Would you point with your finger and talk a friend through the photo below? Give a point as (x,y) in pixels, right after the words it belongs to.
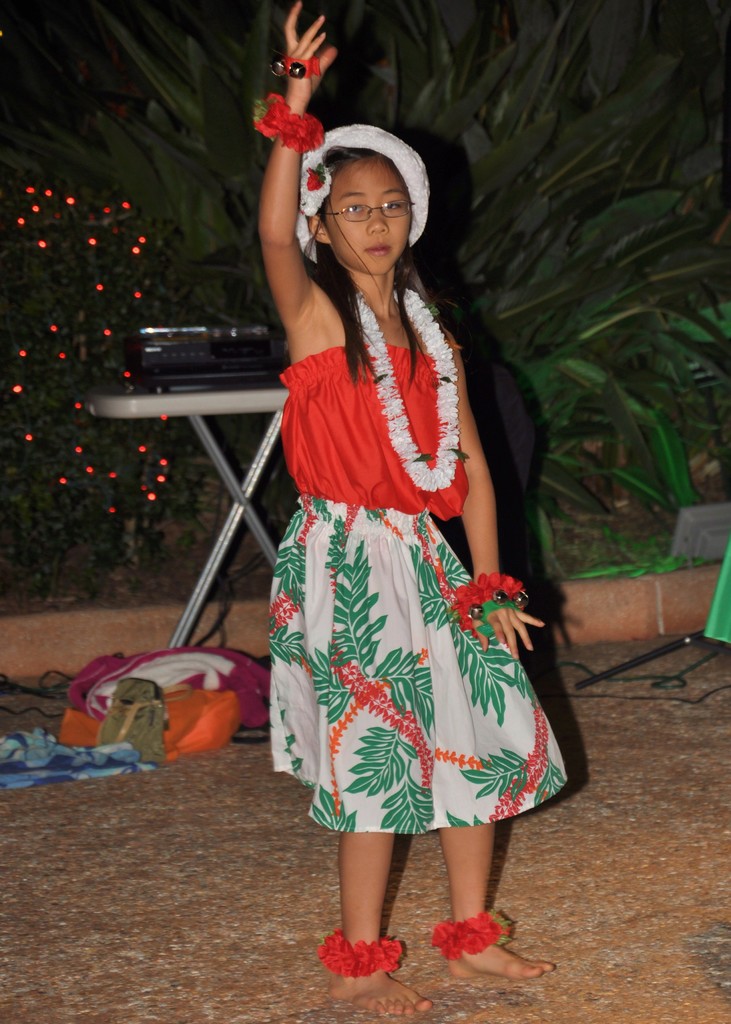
In this image in the front (389,451) there is a girl (386,492) standing. In the background (170,422) there are plants (238,237) and there is a table (185,394) and on the table (198,398) there is an object (177,362) which is black in colour. On the ground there are clothes (173,705).
